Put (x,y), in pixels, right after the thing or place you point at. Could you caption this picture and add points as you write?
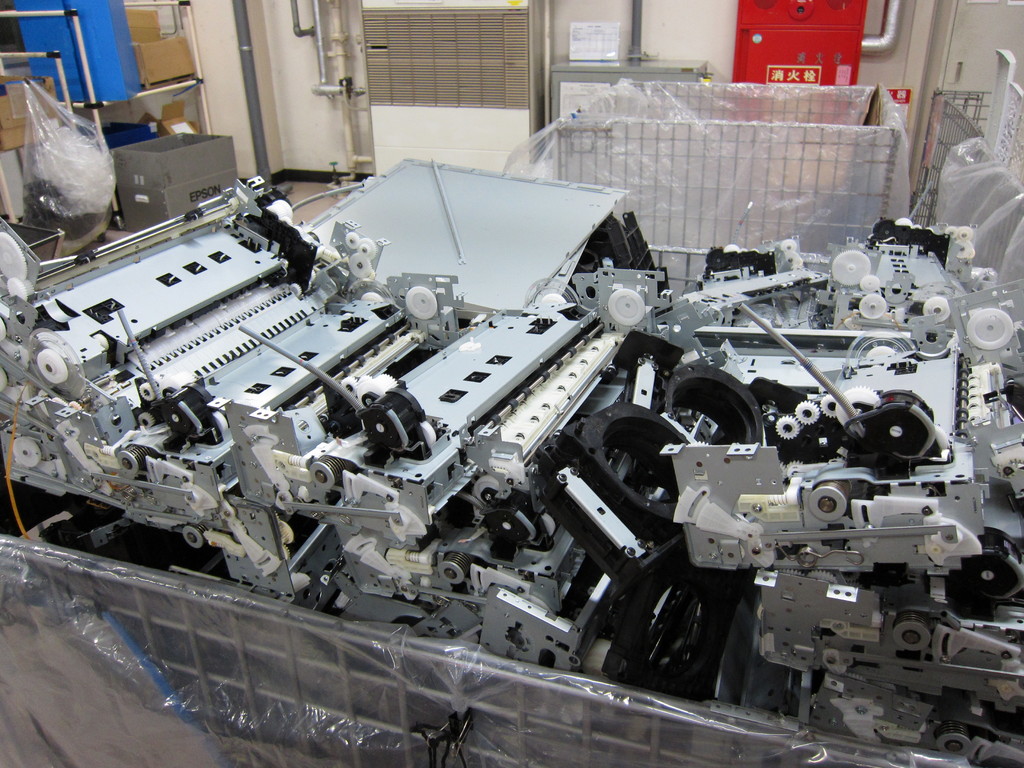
In this picture we can see some machines (486,434) on an object (353,753) and behind the machines (547,284) there are some steel items (705,166), cardboard boxes (124,166), pipes (250,99), wall (238,118) and other things (599,81).
